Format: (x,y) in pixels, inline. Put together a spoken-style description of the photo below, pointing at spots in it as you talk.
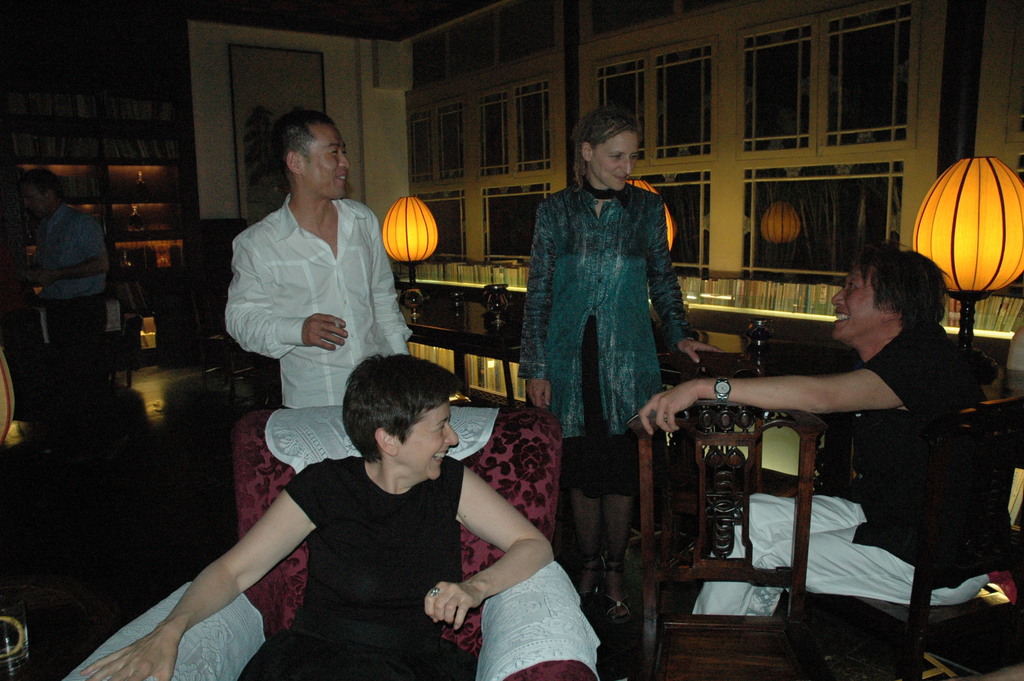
In this image we can see two persons (429,519) sitting on chairs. Three persons (265,344) are standing. There are lights (435,244) on stands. In the back (169,168) there is a cupboard (112,134) with books (146,145). Also there is a frame (232,83) with painting (276,74) on the wall (214,122). On the right side (703,302) there are books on the cupboard (516,350). Also there are glass panes (704,121). In the left bottom corner (2,609) there is a glass (4,638) on a surface (63,619).
